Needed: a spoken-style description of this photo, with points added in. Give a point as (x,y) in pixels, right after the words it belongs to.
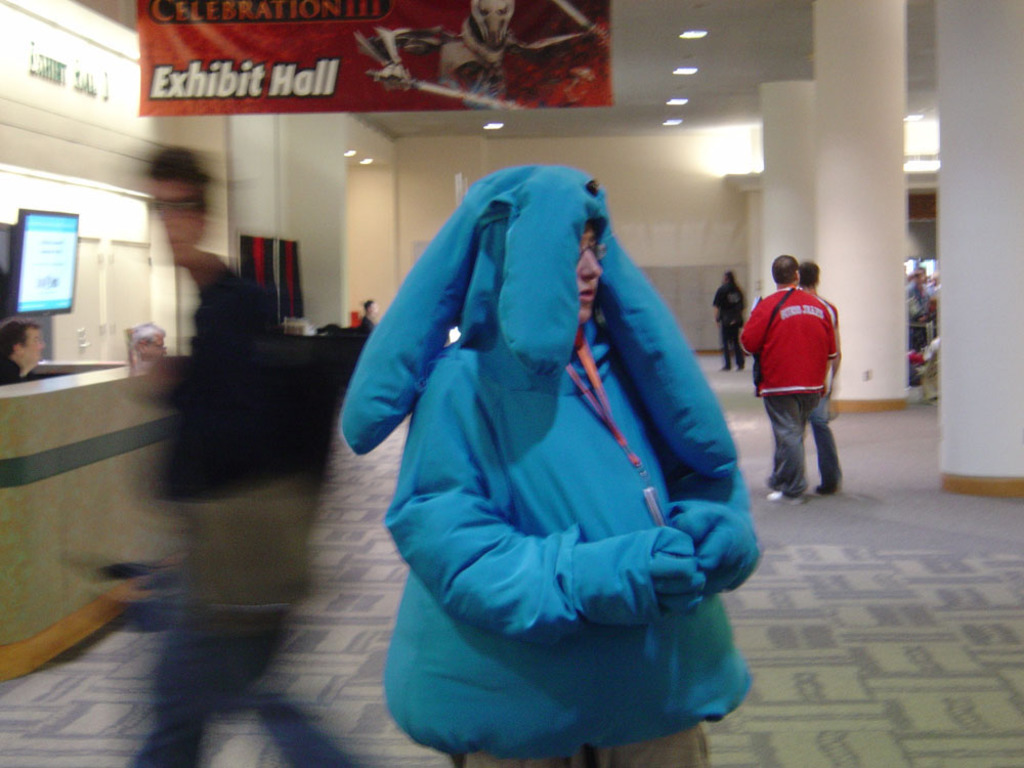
In this image in the foreground (510,412), a woman (510,412) wearing a blue color jacket (547,404), on the left side (16,351) there is a man (17,330) visible in front of desk (123,377) beside him, there is a screen (56,250) attached to the wall (16,177) and in front of desk (159,443) I can see a person (207,524) walking on the floor (64,671), in the middle (369,313) there are few people (795,264) visible and on the right side (787,492) there are beams (976,390), people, at the top (197,112) there is a banner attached to the roof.
